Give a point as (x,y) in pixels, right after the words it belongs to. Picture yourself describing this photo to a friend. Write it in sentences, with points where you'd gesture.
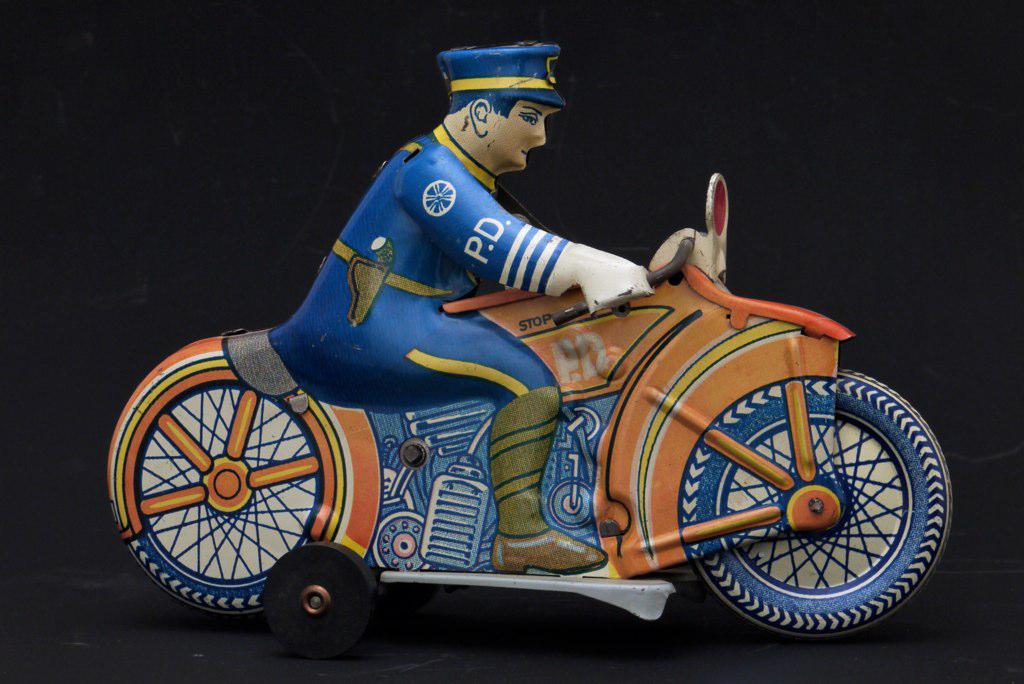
There is a toy (400,372) in the middle of this image (468,407) and it is dark in the background (735,213).
